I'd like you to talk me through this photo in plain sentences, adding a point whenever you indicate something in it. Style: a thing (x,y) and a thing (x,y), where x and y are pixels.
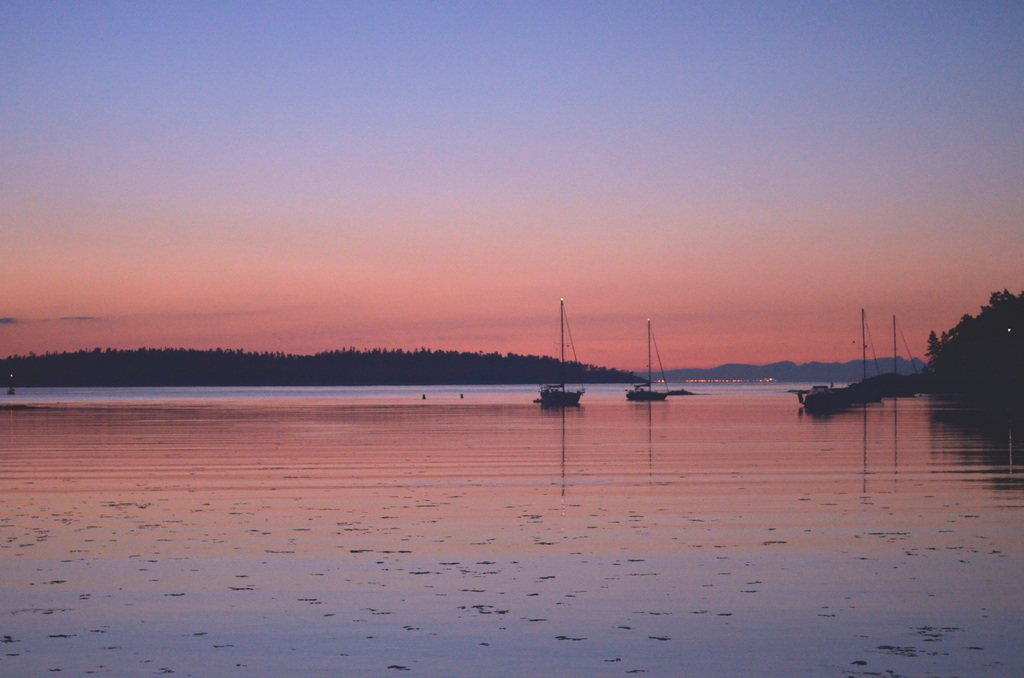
In this picture we can see the boats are present on the water (306,451). In the background of the image (420,371) we can see the trees (971,368), lights (727,379), hills (862,374) and water (204,485). At the top of the image (659,204) we can see the sunset (518,224) is present in the sky (436,102).
